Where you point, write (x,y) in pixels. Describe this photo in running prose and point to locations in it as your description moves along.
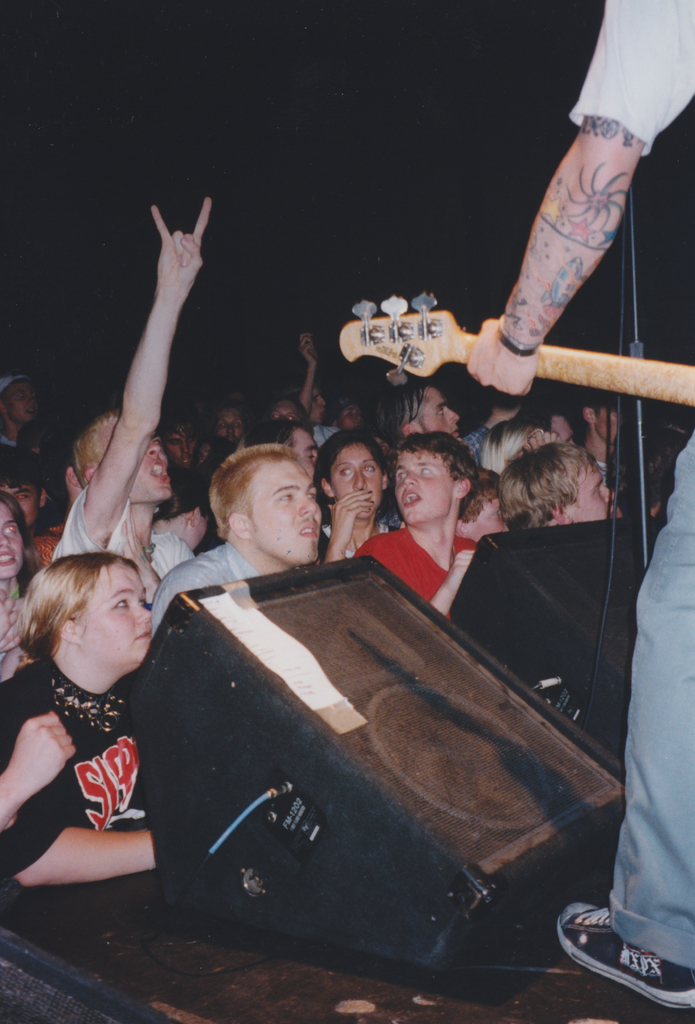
In this image we can see a group of persons (182,302) are standing, here a man (498,368) is holding a guitar (670,372) in the hands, here is the speaker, here is the stand (636,278), here is the wire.
